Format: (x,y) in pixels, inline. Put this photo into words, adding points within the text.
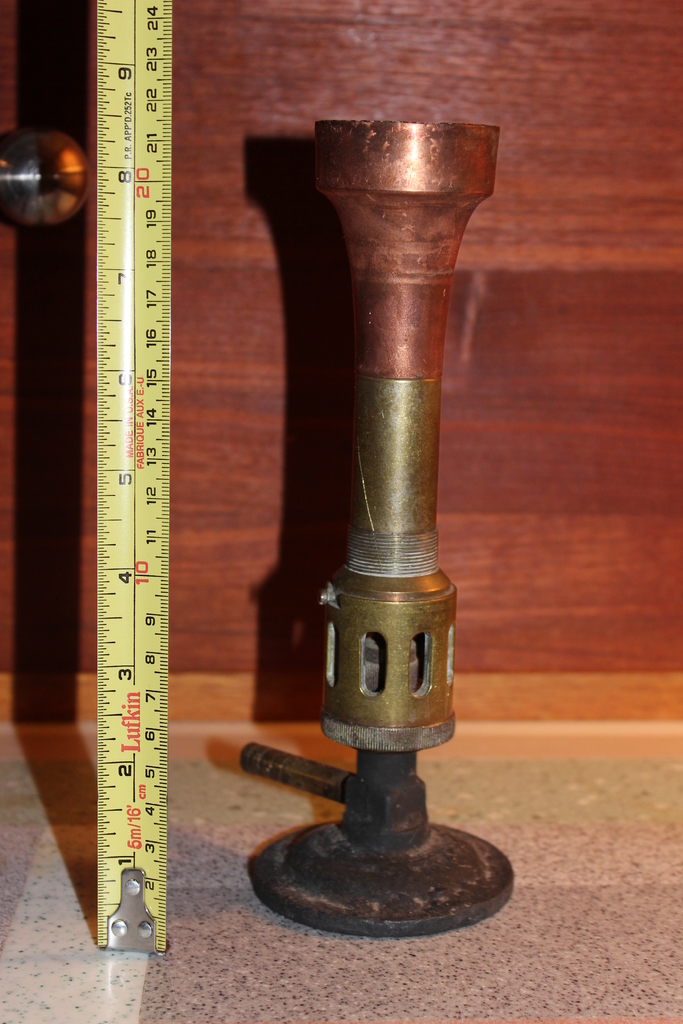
In this picture we can see an object (413,229) and a measuring tape (157,705) on the floor (48,874) and in the background (62,664) we can see a wooden object (541,195).
